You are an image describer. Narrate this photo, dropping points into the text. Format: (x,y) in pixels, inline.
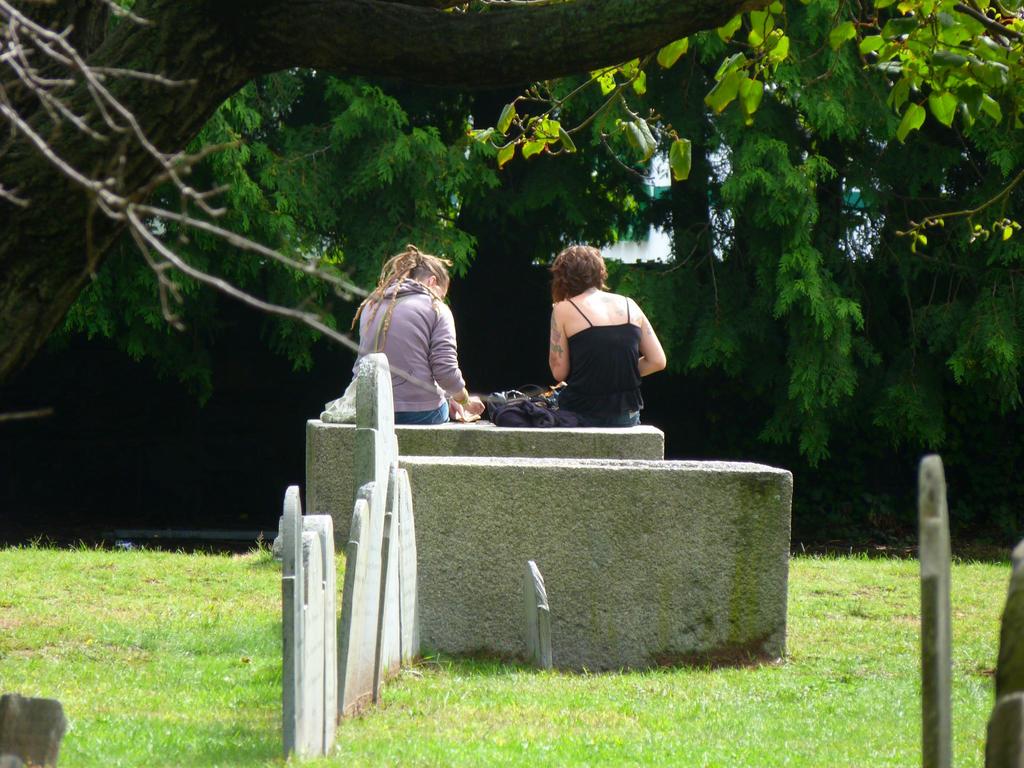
In this picture we can see two persons (600,344) are sitting on a wall (564,435), at the bottom (659,719) there is grass (665,723), we can see trees (633,185) in the background (552,185), there are stones (326,618) in the middle (396,508).
